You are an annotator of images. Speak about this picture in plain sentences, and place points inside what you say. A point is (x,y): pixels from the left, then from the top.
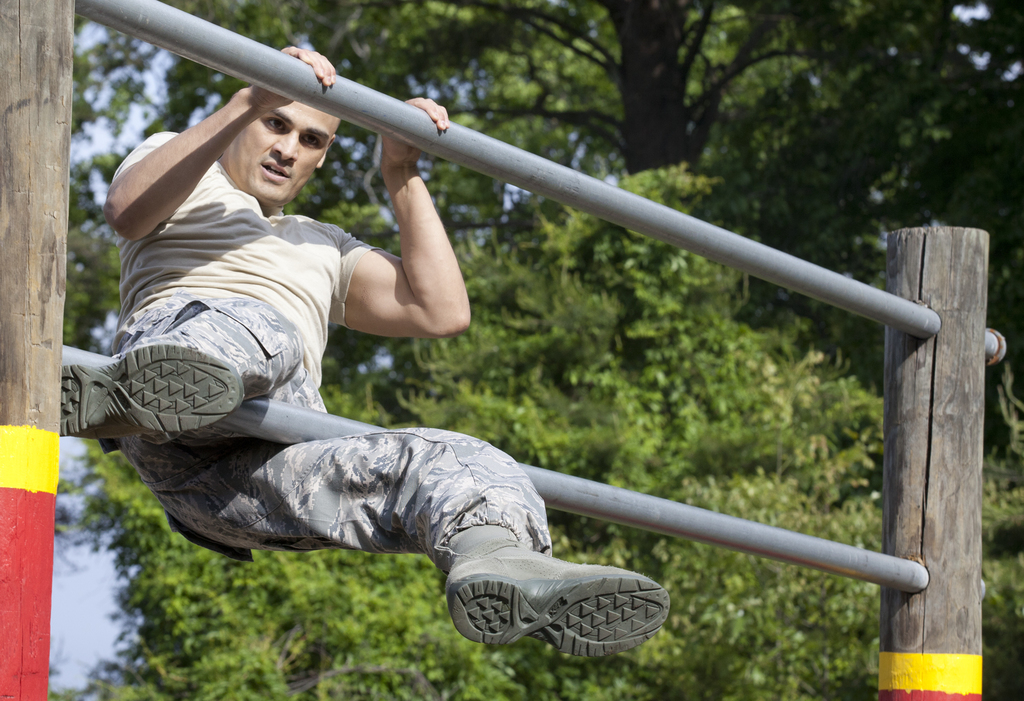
Here we can see a man (246,309) holding a pole (594,212) and he is in the air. In the background (729,401) we can see trees (745,178) and sky (98,584).
